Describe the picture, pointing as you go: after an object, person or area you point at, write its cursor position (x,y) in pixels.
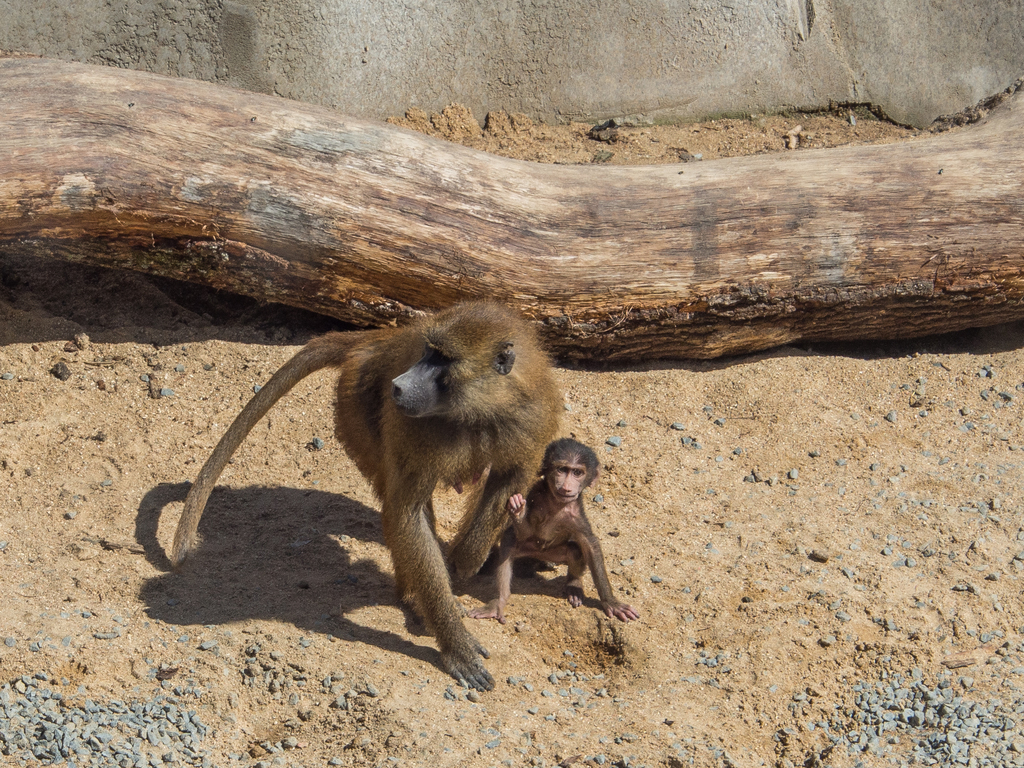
In this picture, we can see two monkeys (489,388) on the ground (319,631) and we can see some stones (2,700), branch (25,170) of a tree (61,173) on the ground (817,142) and we can see the wall (790,25).
